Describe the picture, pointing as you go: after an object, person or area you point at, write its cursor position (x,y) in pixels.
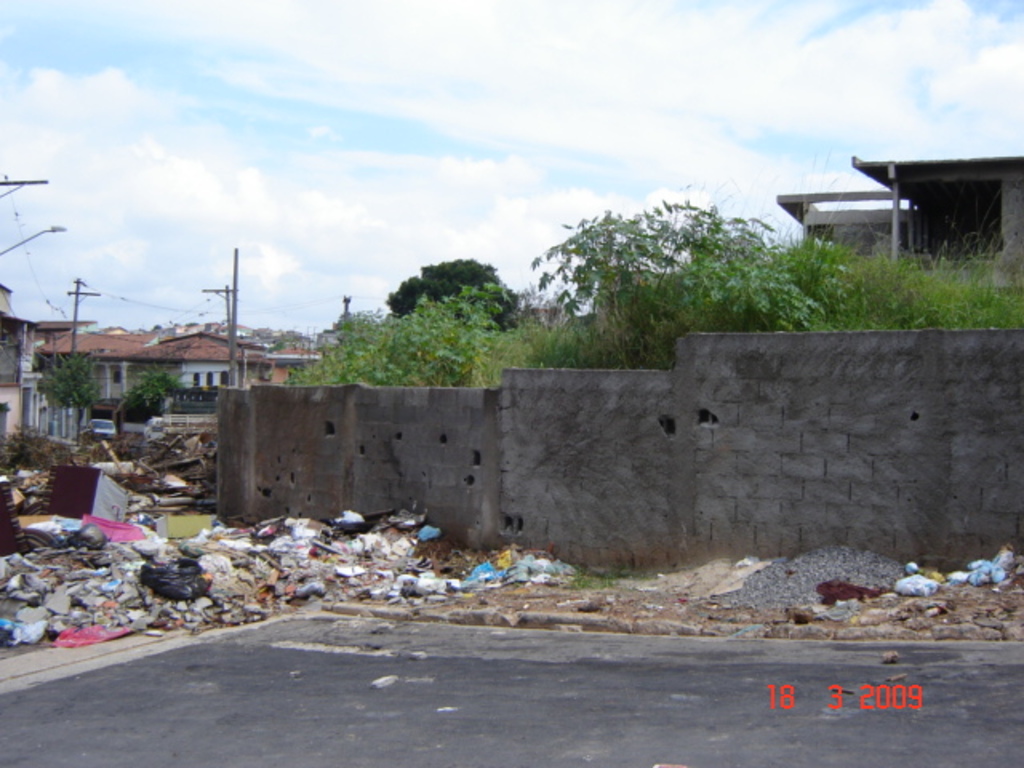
This image is clicked on the road (540,681). Beside the road (807,705) there are stones (786,580) and garbage (266,549). Behind the stones (793,583) there is a wall (512,406). Behind the wall (656,393) there are trees (713,308). In the background (159,345) there are buildings (166,354), trees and poles (229,313). At the top (394,92) there is the sky (518,89). In the bottom right (873,691) there are numbers (886,700) on the image.
